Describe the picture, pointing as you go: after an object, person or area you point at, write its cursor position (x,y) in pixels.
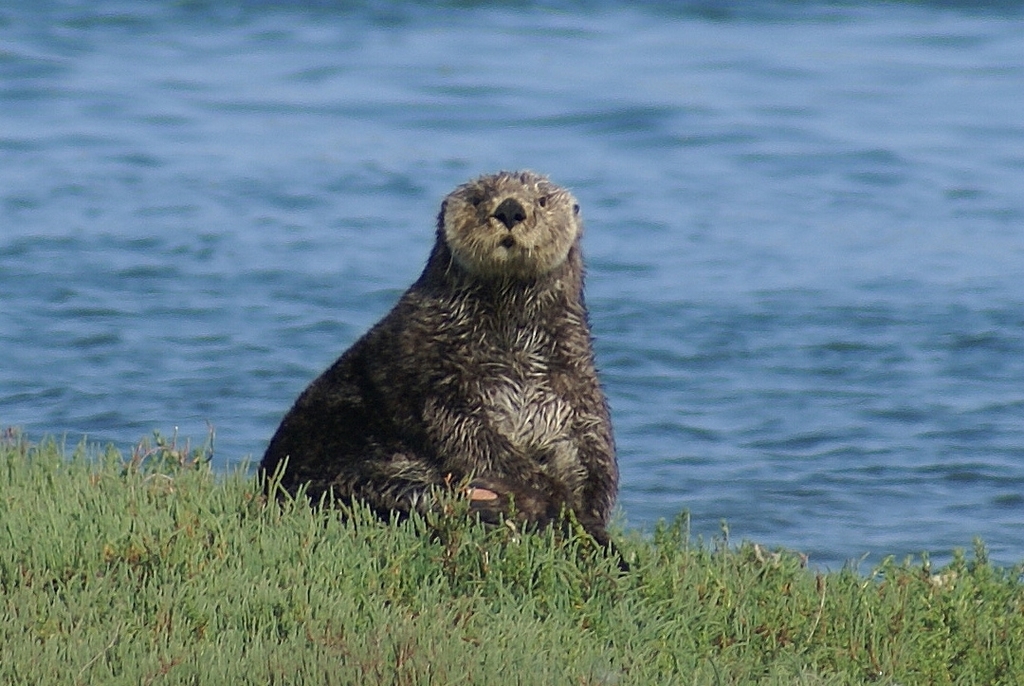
In this picture we can see grass (488,621) at the bottom (497,610), there is the sea otter (537,412) in the middle (523,431), in the background (626,174) we can see water (667,137).
